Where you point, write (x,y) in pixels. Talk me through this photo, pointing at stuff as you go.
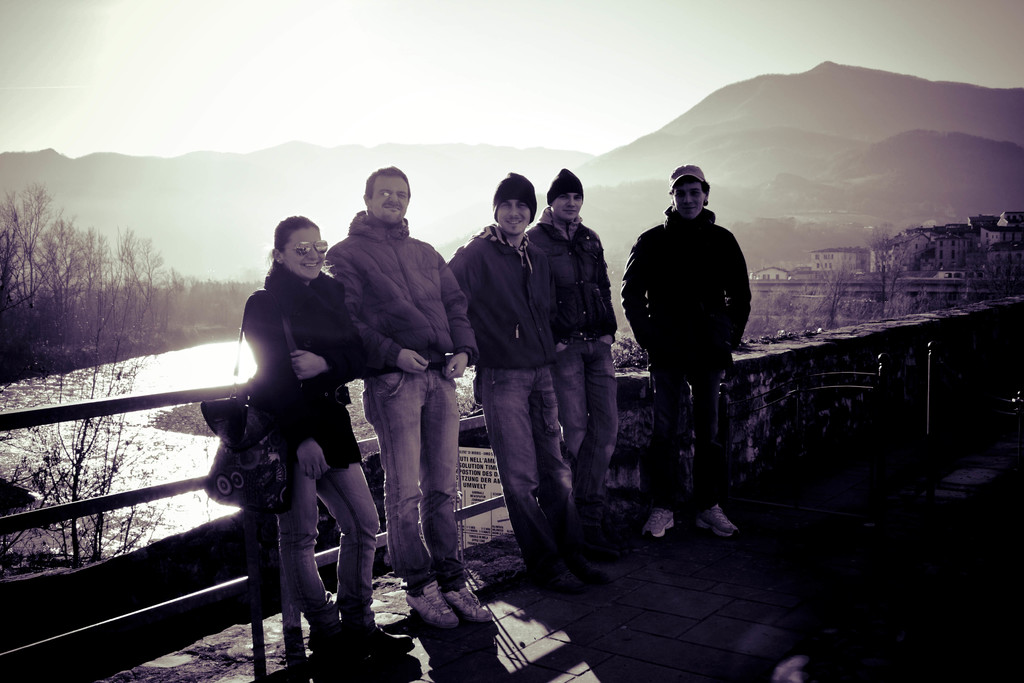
In the image we can see five people (385,429) standing, wearing clothes (423,522), shoes (436,583) and some of them are wearing caps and carrying bag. Here we can see the fence (188,486), footpath (690,575) and trees (103,317). We can even see water (193,353), buildings (956,261), mountains (754,155) and the sky (190,53).
